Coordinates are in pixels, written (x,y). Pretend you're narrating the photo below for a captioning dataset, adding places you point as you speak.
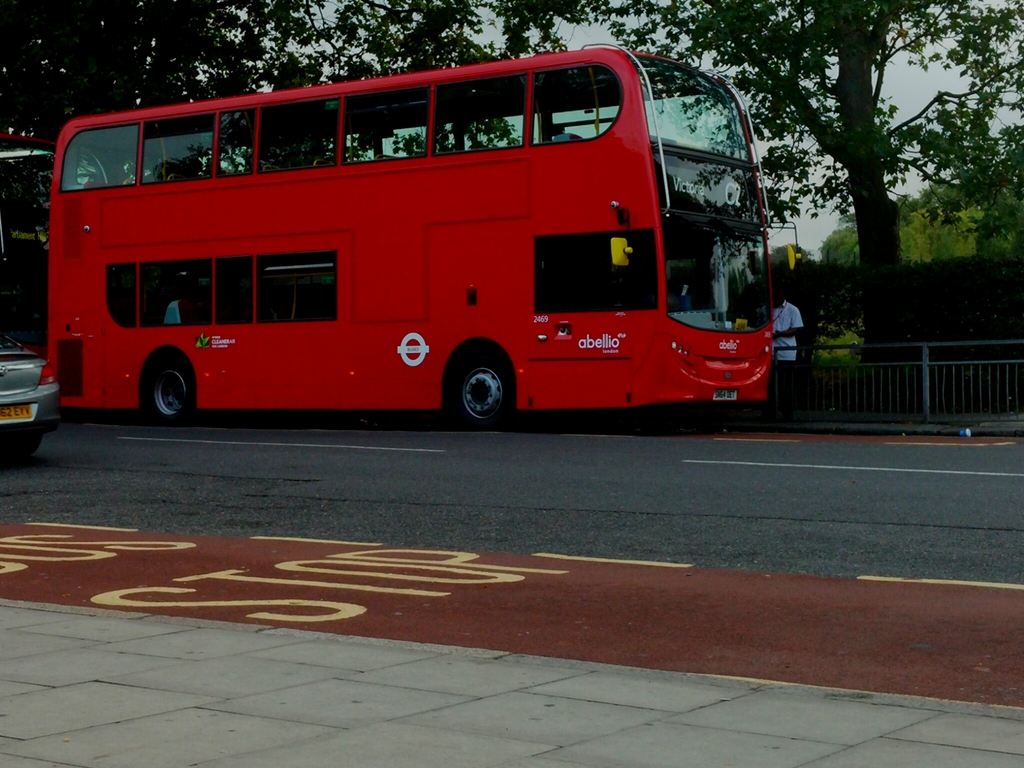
In this image we can see one red color bus (348,290) and car (42,374) is on the road (554,534). Behind the bus (759,338) one man (792,339) is standing and grille (896,390) is present, behind the grille (926,367) trees (422,27) are there. To the bottom of the image (277,643) pavement (8,684) is present.
